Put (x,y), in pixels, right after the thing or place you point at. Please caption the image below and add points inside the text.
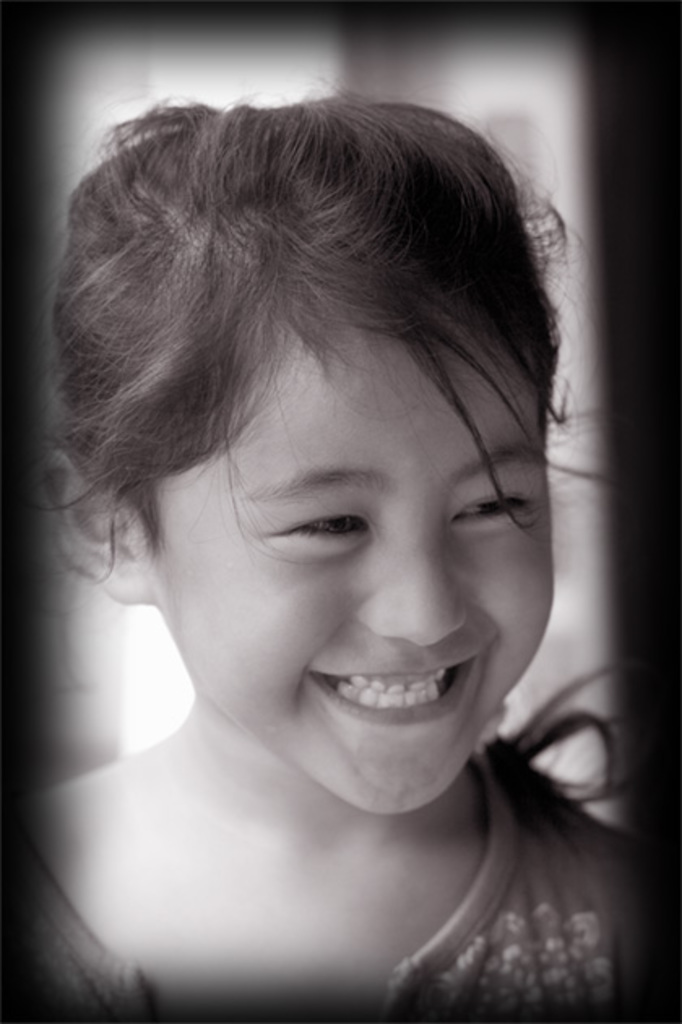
In this picture we can see a girl (213,426) smiling and in the background (442,103) it is blurry.
